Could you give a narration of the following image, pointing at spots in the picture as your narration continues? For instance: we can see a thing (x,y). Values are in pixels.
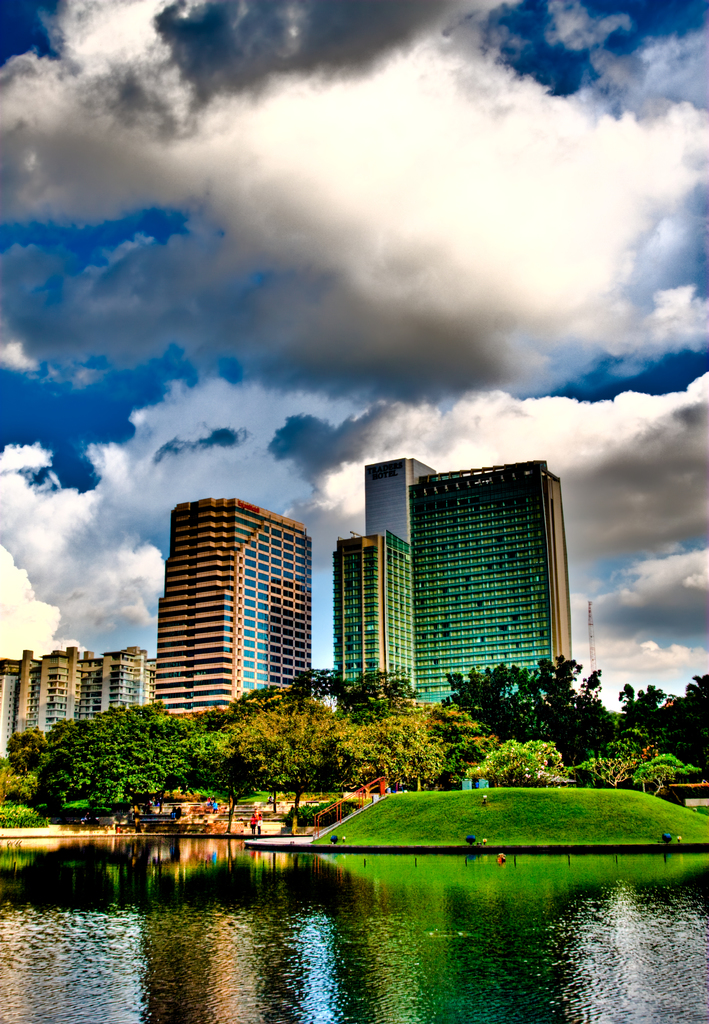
In this picture we can see trees (252,754), water (333,889), buildings (533,542), grass (640,826) and in the background (62,355) we can see the sky (412,353) with clouds (444,428).
